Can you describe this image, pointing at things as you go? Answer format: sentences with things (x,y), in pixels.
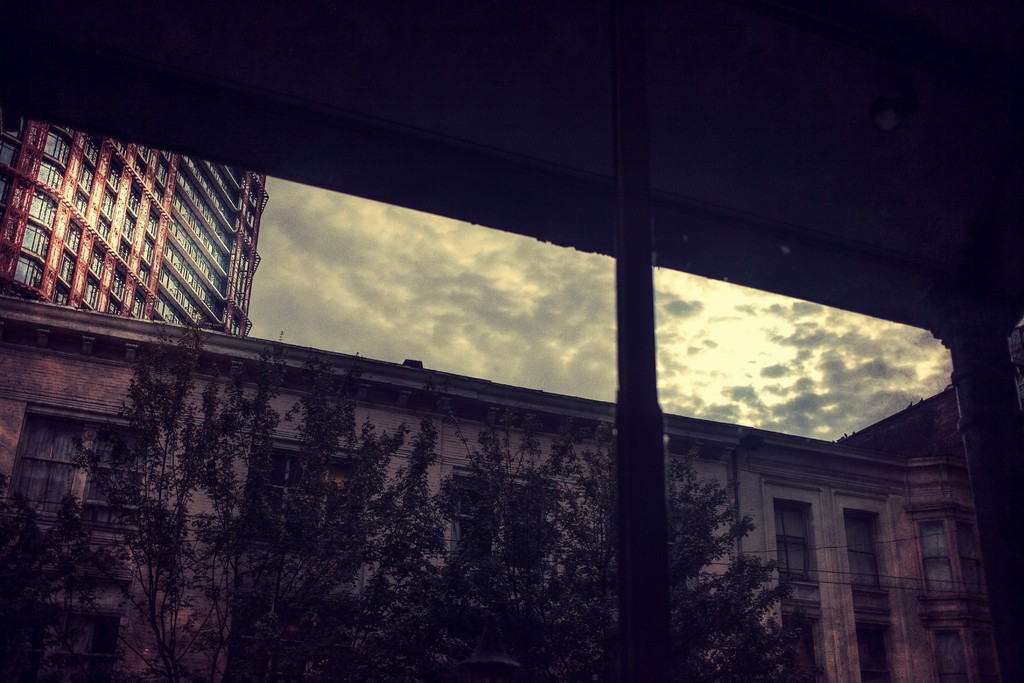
In this picture we can see buildings (43,500), trees (357,504) and in the background (304,315) we can see sky (323,326) with clouds (275,318).
